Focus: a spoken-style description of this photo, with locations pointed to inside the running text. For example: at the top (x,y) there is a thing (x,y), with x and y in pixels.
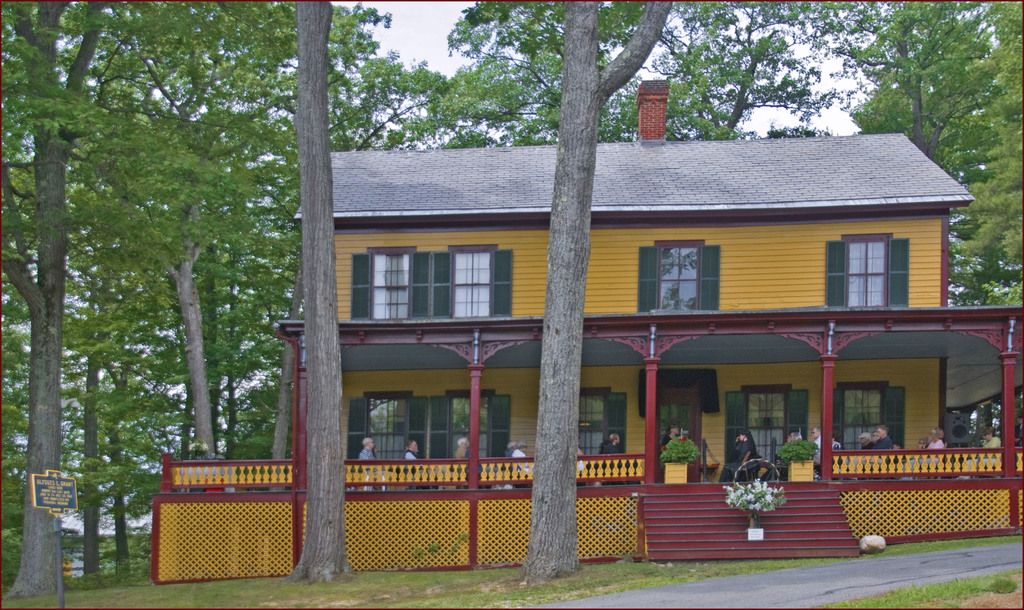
In this image I can see the building (602,174), windows (880,387), trees (42,401), stairs (805,546), flower pots (682,476), few people (816,434) and the sky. In front I can see the board (55,488) to the pole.
